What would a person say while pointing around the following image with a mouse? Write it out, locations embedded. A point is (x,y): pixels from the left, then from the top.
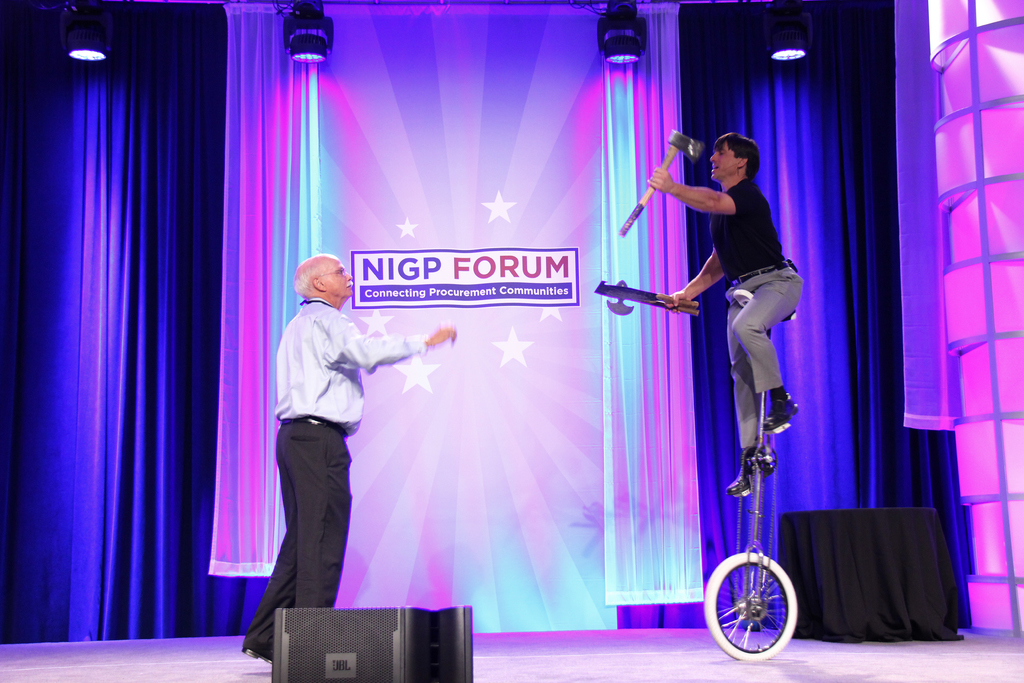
In this picture we can see a man (322,533) standing on the floor (152,650) and in front of him we can see a man (776,415) on a unicycle (752,584) and holding axes (694,150) with his hands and in the background (507,357) we can see the lights (788,38), curtains (919,504) and some objects (1009,161).
